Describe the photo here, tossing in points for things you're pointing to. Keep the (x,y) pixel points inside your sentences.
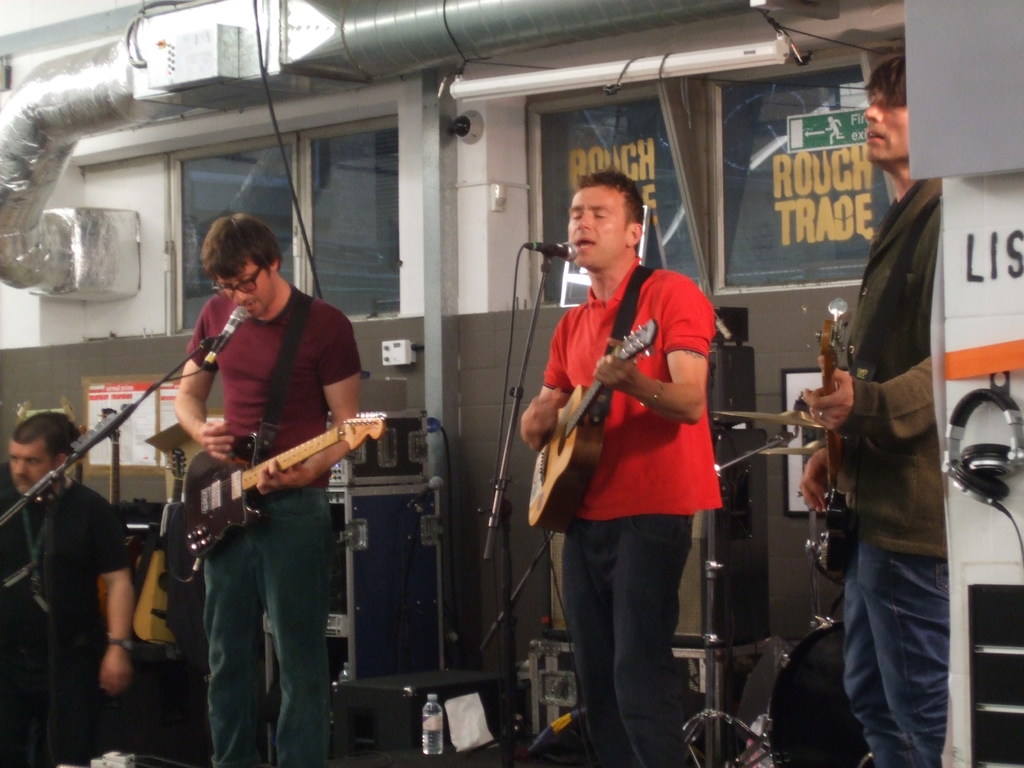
These three persons (201,323) are playing guitars (570,426) and singing in-front of mics (565,245). On this stage (489,745) there are devices (395,658), bottle (427,710), headset (1012,451) and speaker (399,686). A posters (113,401) on wall (65,365). Far this person (82,577) is standing. A picture (813,381) on wall (799,363).
